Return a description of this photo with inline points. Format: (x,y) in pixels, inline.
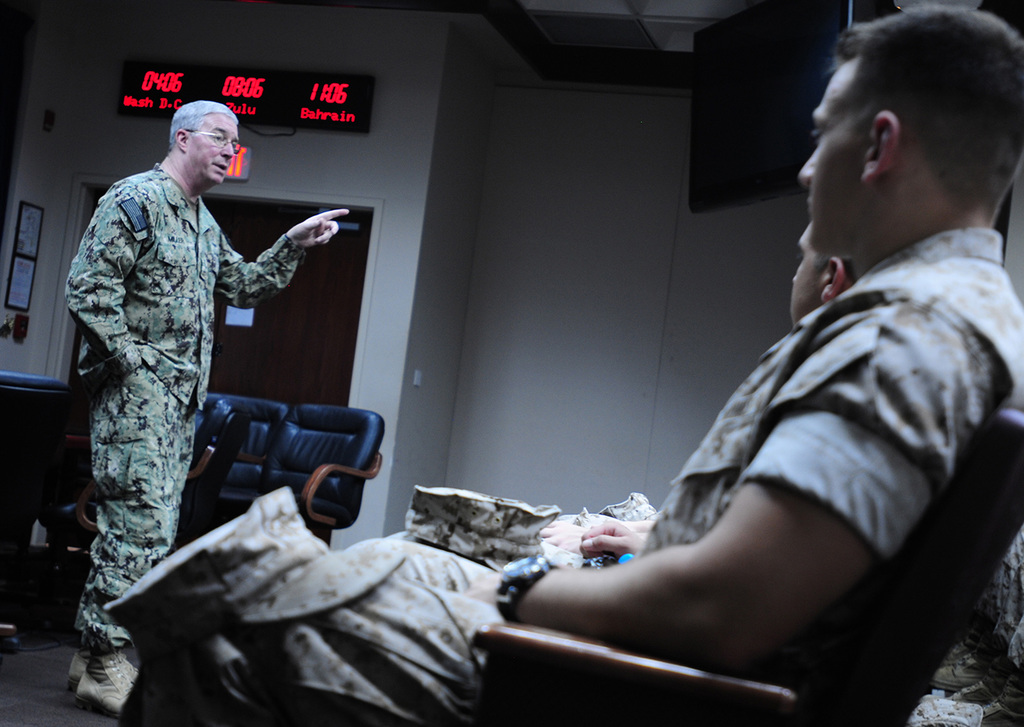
In the picture we can see a man (252,285) standing and raising his hand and explaining something he is in an army uniform (186,403) and front of him also we can see some people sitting in chairs (980,532), they are also wearing an army uniform (857,517) and in the background (320,453), we can see some chairs (225,421) which are black in color and behind it we can see a wall (117,138) and an electronic time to it and besides we can see a television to the wall (105,101).
